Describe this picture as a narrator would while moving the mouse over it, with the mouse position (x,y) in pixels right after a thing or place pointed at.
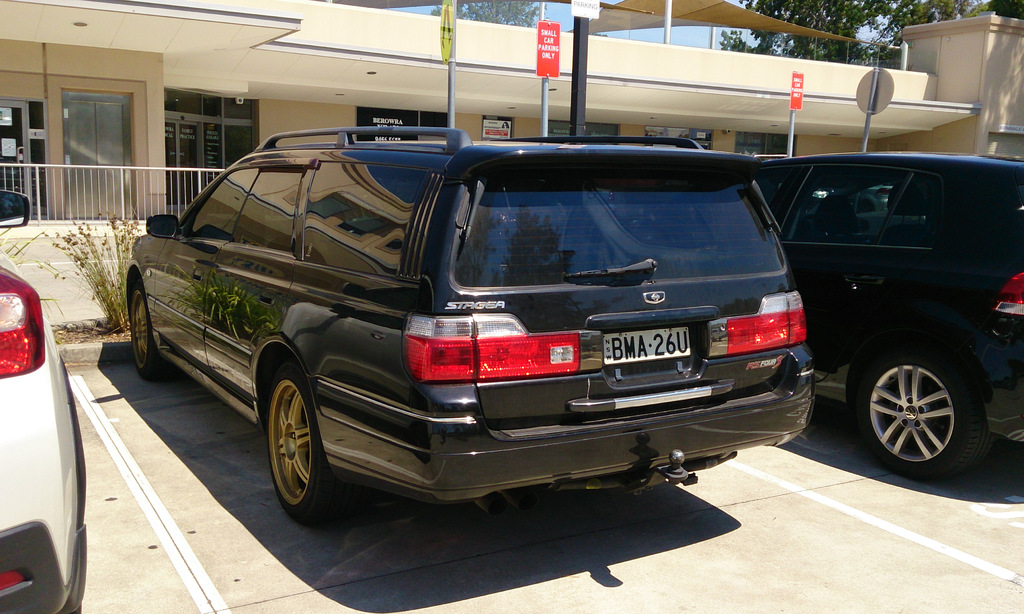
In this image in the front (72,386) there are cars (551,345). In the background (794,87) there are boards (868,101) with some text (799,87) written on it and there is a building (559,80) and there are trees (506,19) and there is a railing (39,192).
